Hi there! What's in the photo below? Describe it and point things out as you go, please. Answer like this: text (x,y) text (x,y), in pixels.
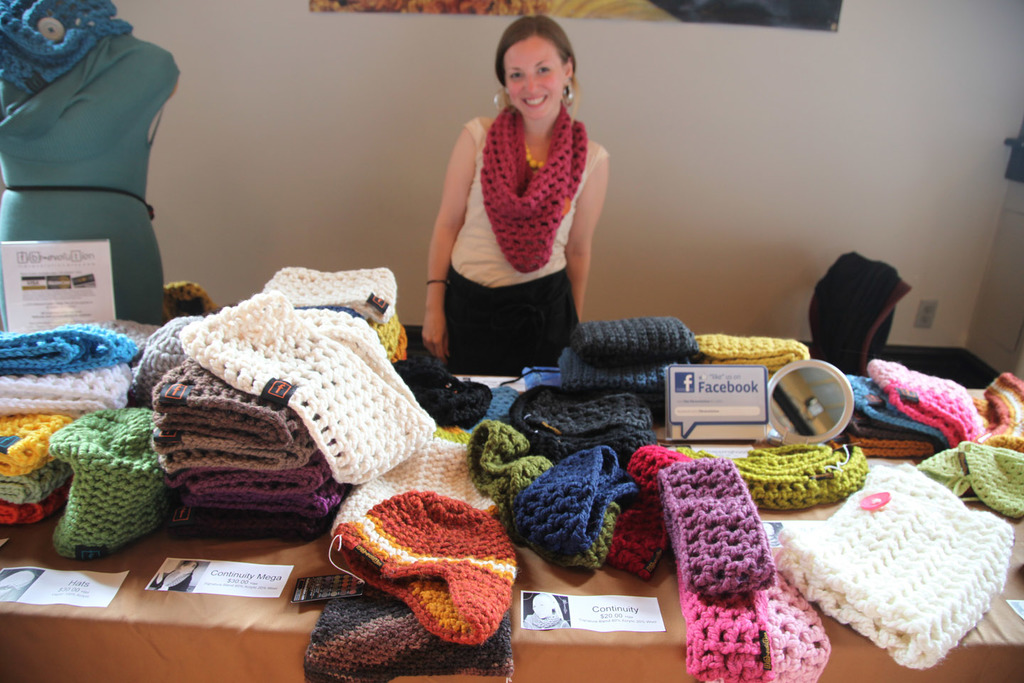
In the picture there is a woman (553,268) and in front of their there are many woolen clothes (690,479) kept on a table (115,557) and on the left side (104,156) there is a mannequin (123,158) and in the background (321,82) there is a wall (831,254).
